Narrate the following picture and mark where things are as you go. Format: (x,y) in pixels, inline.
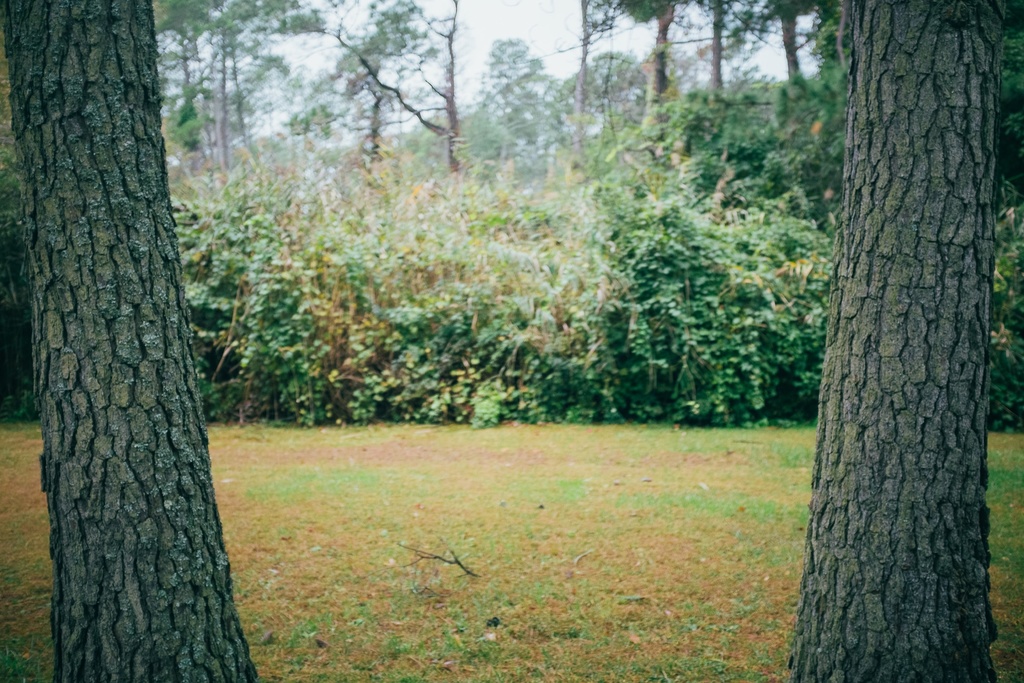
In this image there are trees (144,587) and grass (484,551) on the surface (12,587).
